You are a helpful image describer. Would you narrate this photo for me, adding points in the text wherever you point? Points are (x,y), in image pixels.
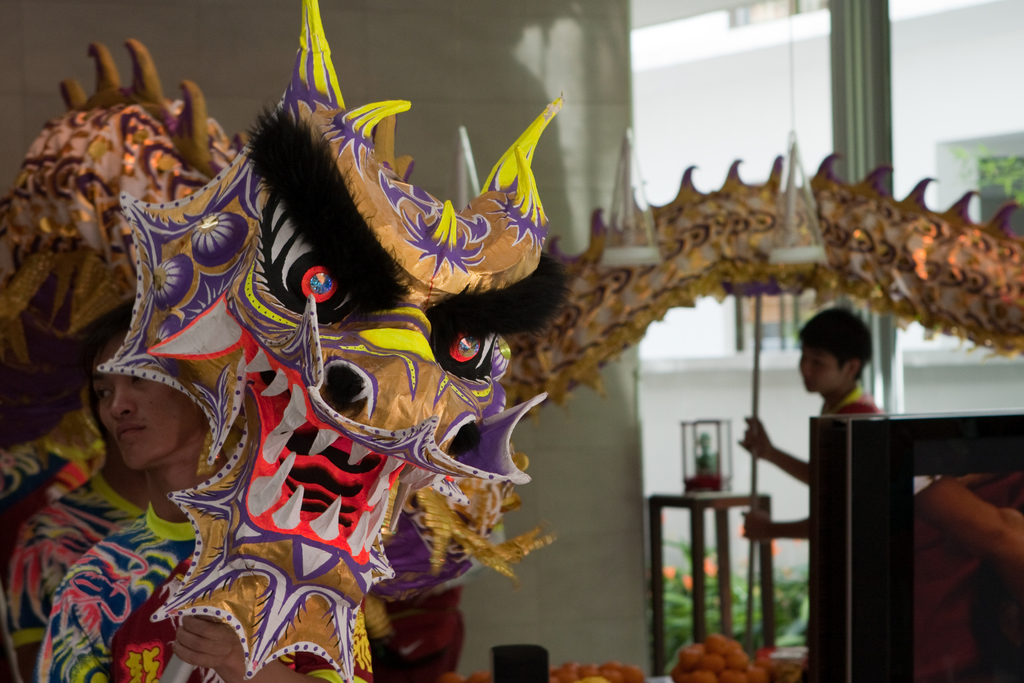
In this image there are people (85,642) holding some objects (336,334). There is a table (749,675). On top of it there are fruits (727,651). There is a person (860,340) holding the stick (755,377). Beside him there is a wooden table (700,504). On top of it there is some object (714,462). In the background of the image (703,189) there is a building (923,168). There are plants (797,580) and flowers (686,580).
